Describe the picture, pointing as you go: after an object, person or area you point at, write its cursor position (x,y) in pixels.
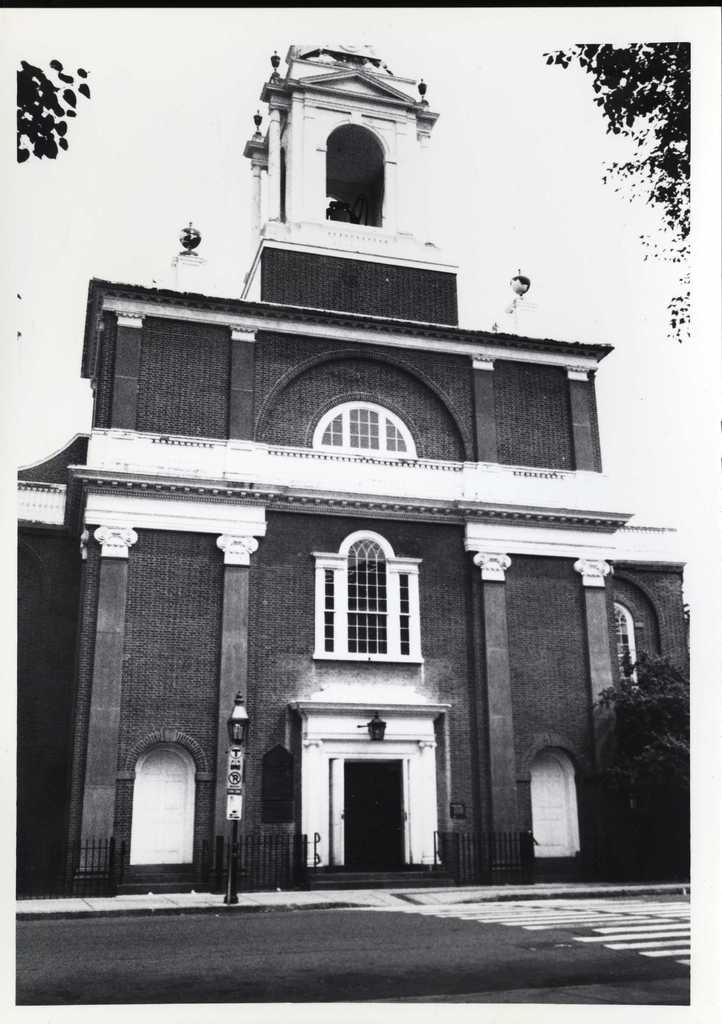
In this image I can see a building (339,808), in front of the building (213,724) I can see a road (160,937), on the road (496,925) I can see zebra crossing lines (557,903) and tree (618,680) and at the top (527,128) I can see the sky (539,134).
